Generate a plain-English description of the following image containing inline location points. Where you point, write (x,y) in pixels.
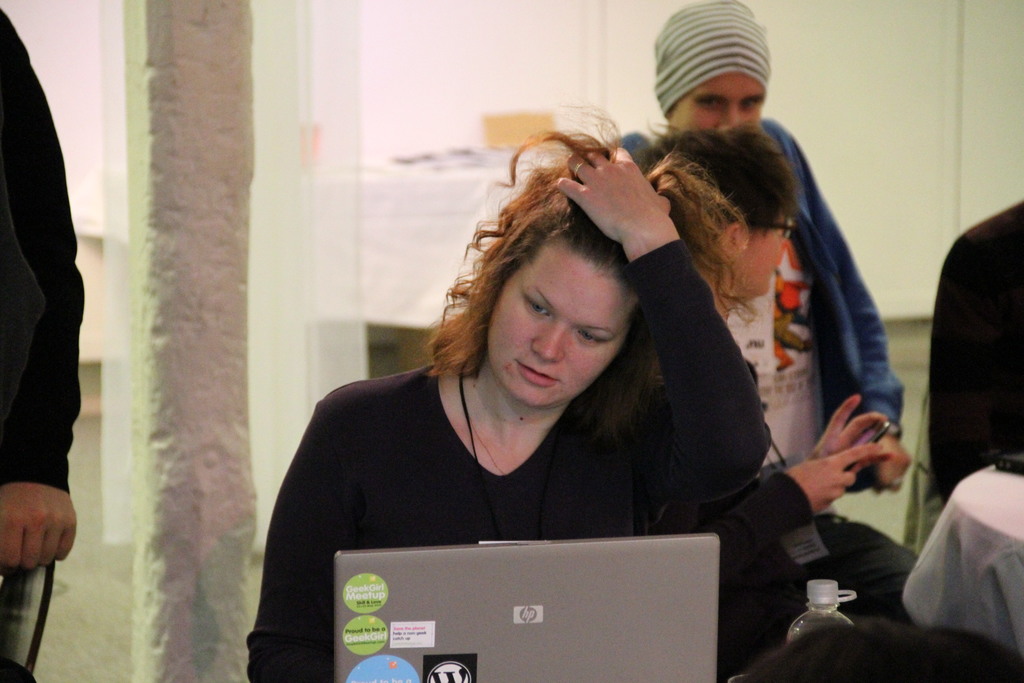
In the foreground of the picture (578,331) we can see a woman (520,337) using laptop (471,546). In the middle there are two persons (749,211). On the left (36,363) we can see a person (54,296). On the right (982,532) there are table (992,504) and other objects (1013,471). In the background (513,141) there are table (459,195), wall (498,113) and other objects (519,136).
